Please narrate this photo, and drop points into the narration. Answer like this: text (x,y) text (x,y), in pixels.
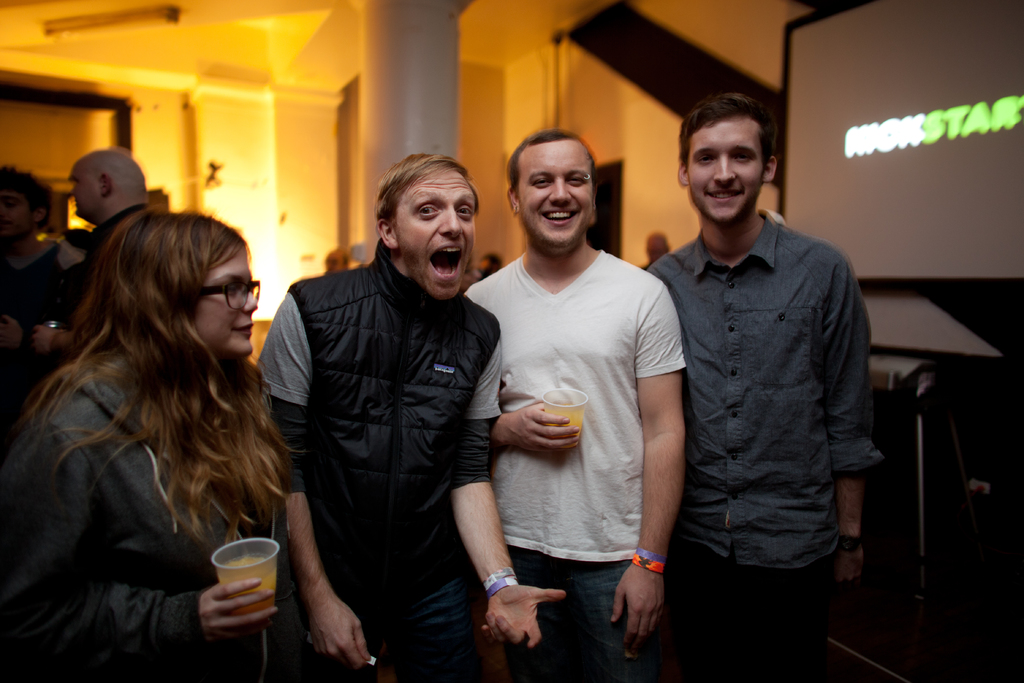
In this image I can see few people (358,395) are standing. I can see two of them are holding glasses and two of them are wearing jackets (88,417). In the background (926,38) I can see a screen (837,233) and on it I can see something is written. I can also see smile on few faces (728,194).
